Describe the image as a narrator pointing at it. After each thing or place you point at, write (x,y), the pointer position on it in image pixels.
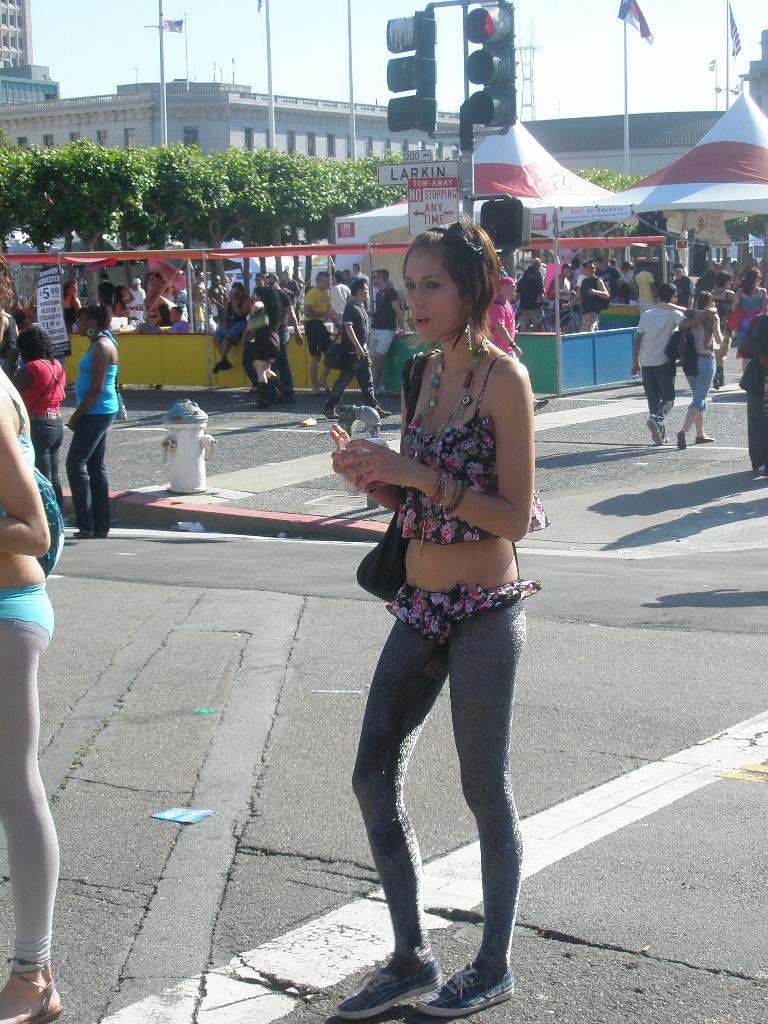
There is a girl (474,357) standing in the foreground area of the image (440,261), there is another girl (19,893) on the left side (17,611). There are people (9,281), stalls (735,187), buildings (378,118), trees (311,183), traffic lights (487,72), water pump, flags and the sky (676,58) in the background (173,450).
